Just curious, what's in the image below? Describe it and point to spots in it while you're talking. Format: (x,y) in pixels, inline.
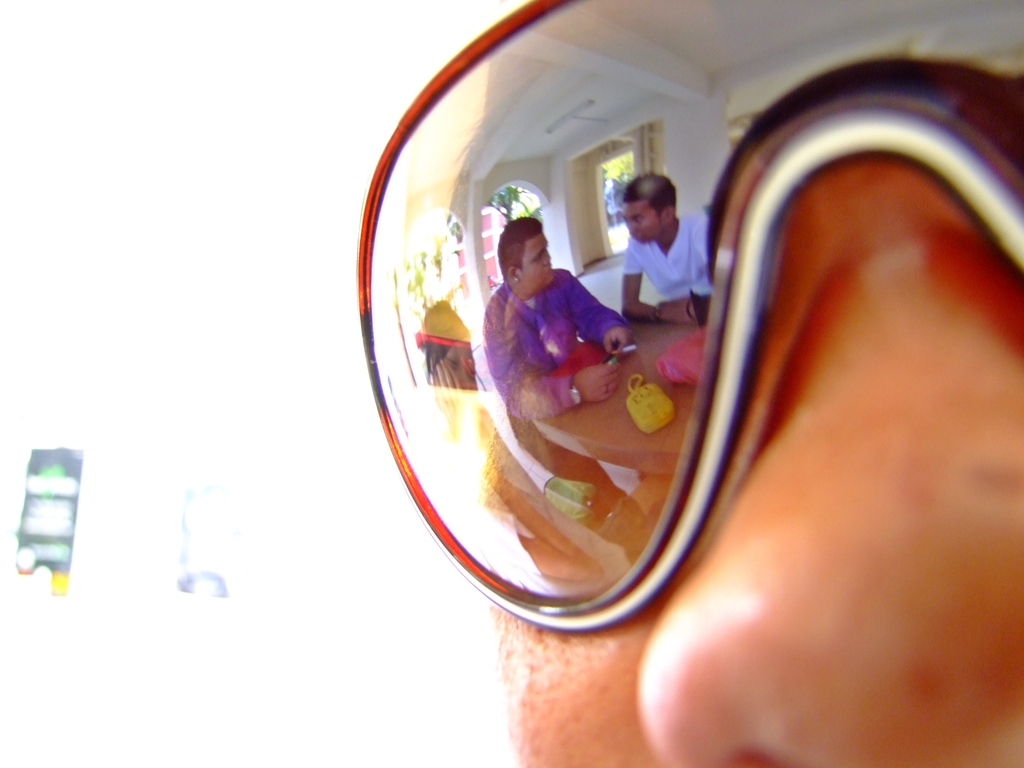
In this image there is a person (867,427) wearing glasses (586,167) on which we can see there is a reflection (626,311) of people (621,338) sitting around the table (599,404).
